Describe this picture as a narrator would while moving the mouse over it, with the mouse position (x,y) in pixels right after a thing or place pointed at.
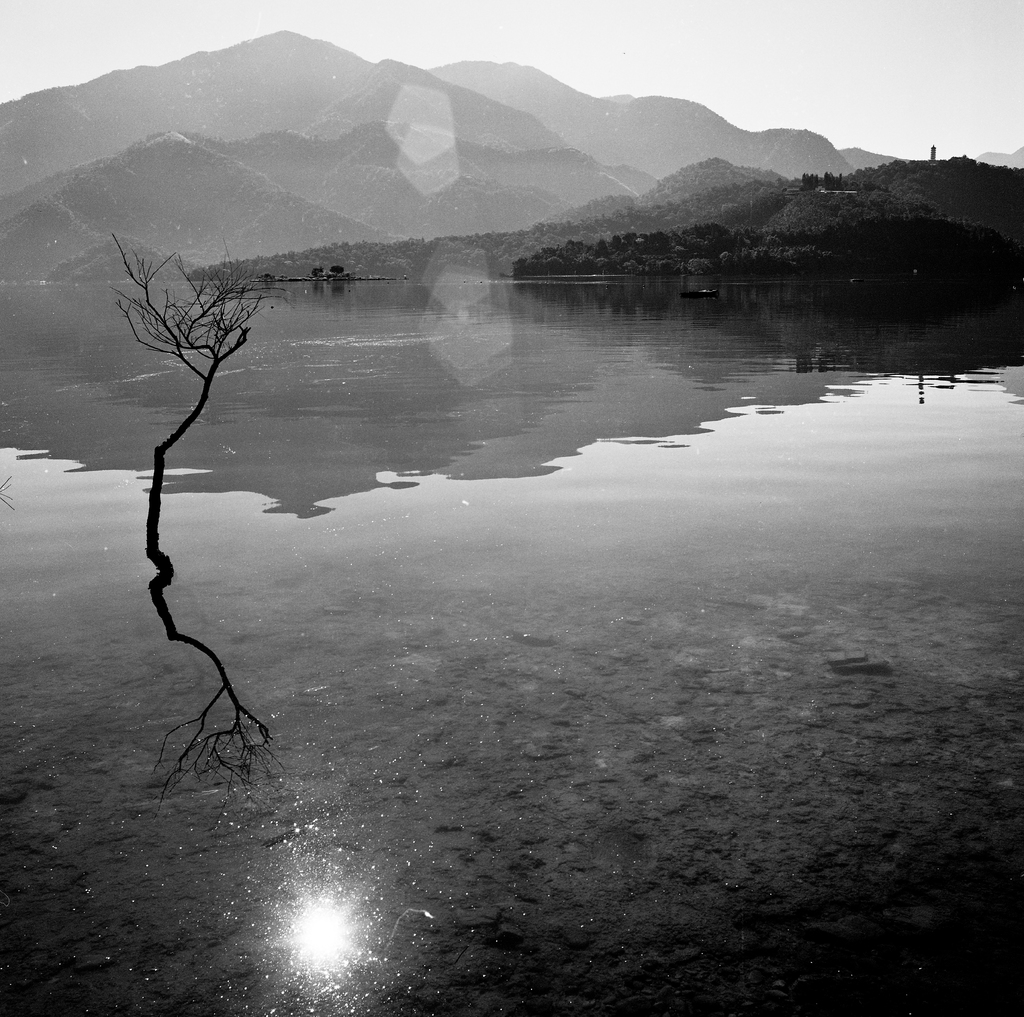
This is a black and white image. In this image we can see water (501,649). Also there is a tree (224,355). In the back (435,157) there are hills (759,179) and sky (760,46).
